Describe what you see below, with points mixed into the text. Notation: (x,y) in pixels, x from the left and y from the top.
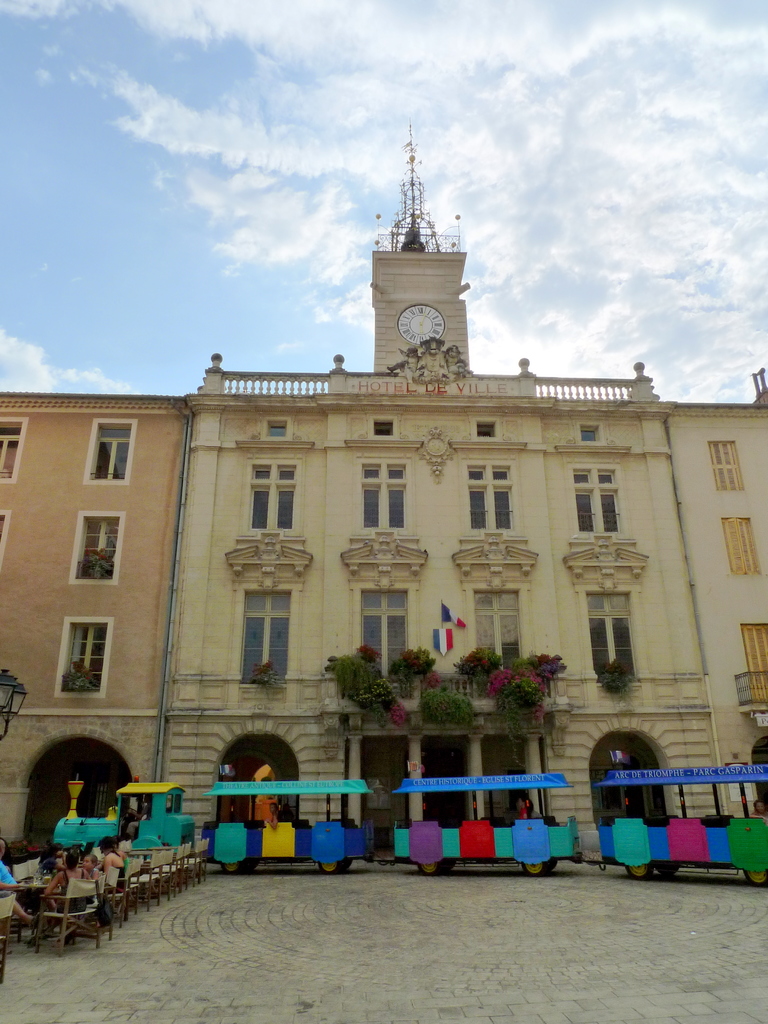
In this image there is a building (377,457), on top of the building (425,359) there is a clock (412,319) and an antenna (409,193) and there are flags (444,643) and plants (424,696) on the building (385,602), in front of the building (337,799) there are chairs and tables (136,854), on the chairs (131,867) there are a few people (112,861) seated, in front of the building (362,544) there is a train (509,826), behind the train (278,830) there is a lamp post (15,708), at the top of the image (356,184) there are clouds (356,184) in the sky (286,68).
